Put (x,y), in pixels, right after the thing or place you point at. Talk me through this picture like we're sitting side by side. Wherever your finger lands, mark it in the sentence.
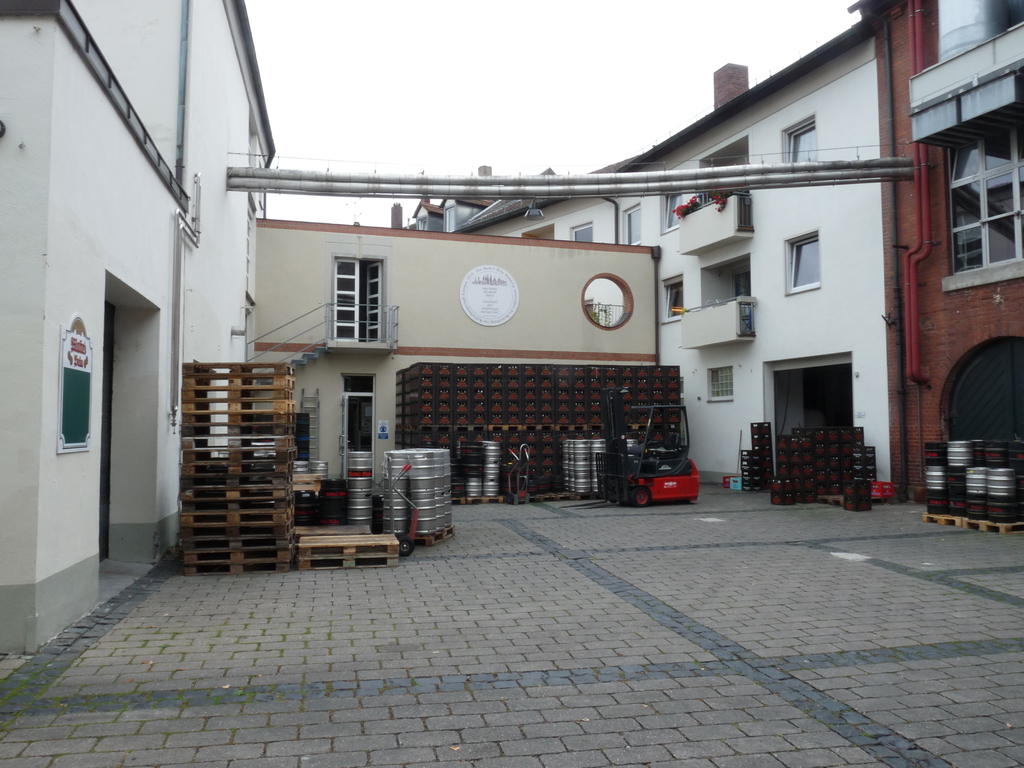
In this image, we can see few buildings (556,350) with walls (325,367). Here we can see glass windows (1000,154), poster (91,405), wooden pieces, containers (423,505), vehicle (626,483), pipes (626,181). Background (392,93) there is a sky (406,75). At the bottom (514,690), we can see a platform (726,657).
